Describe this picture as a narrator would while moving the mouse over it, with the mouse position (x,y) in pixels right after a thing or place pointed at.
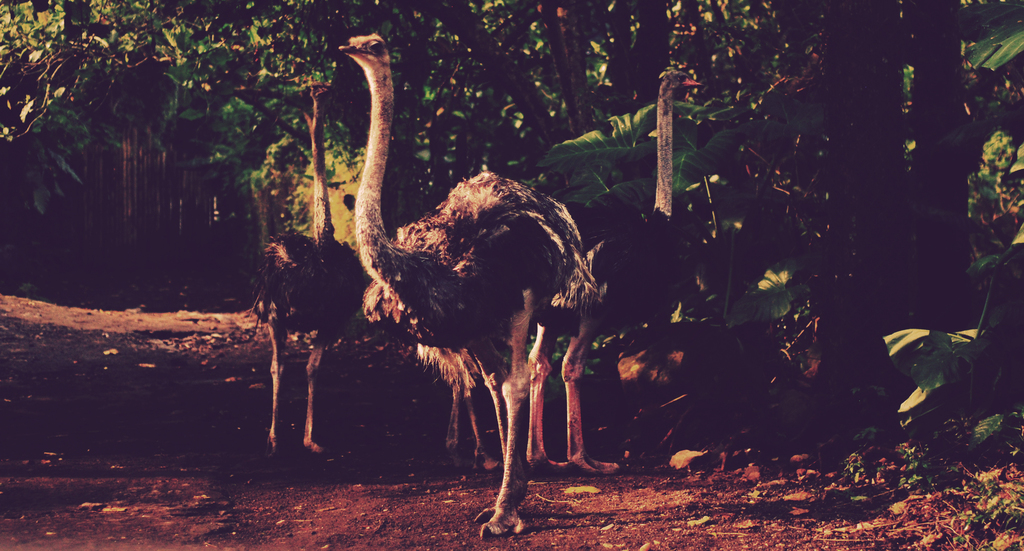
In this image in the center (455,302) three ostriches (451,230) and in the background (763,112) there are a group of trees (413,86), at the bottom (903,502) there is sand (177,435) and some dry leaves (916,496) and grass (967,486).
